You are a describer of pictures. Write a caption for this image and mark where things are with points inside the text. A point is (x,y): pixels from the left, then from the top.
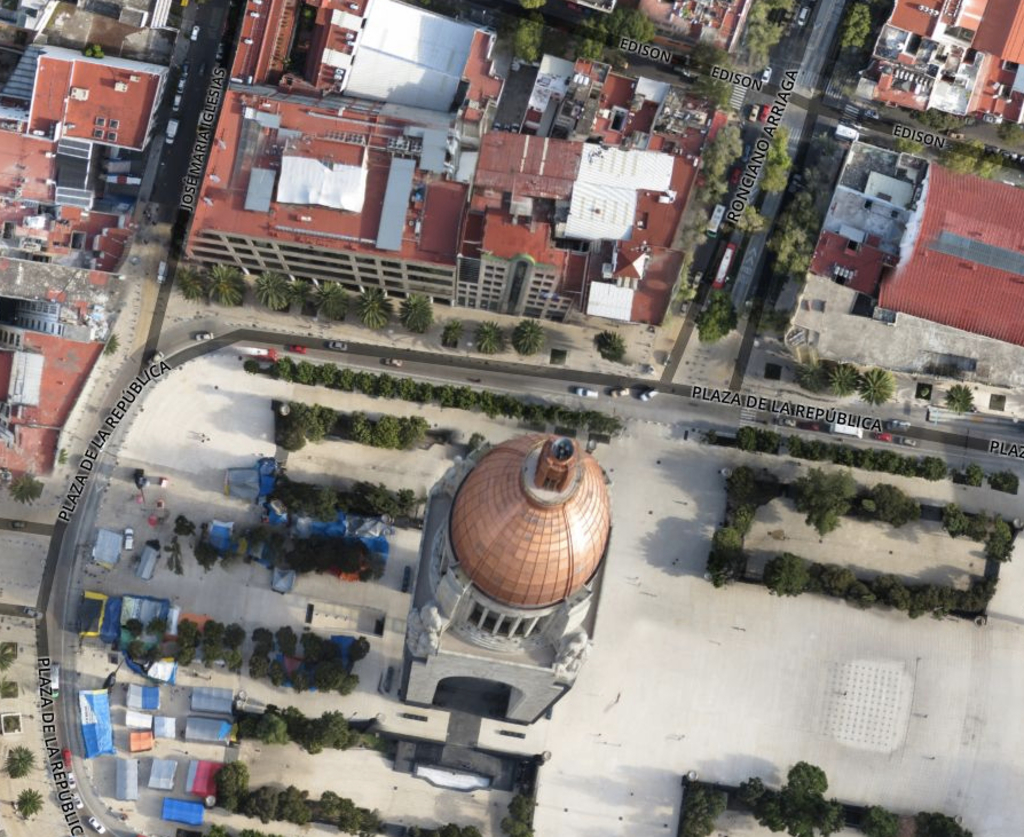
This image is the top view of the city (17,583) it has small plants (736,540), buildings (600,493), trees (735,519), vehicles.
